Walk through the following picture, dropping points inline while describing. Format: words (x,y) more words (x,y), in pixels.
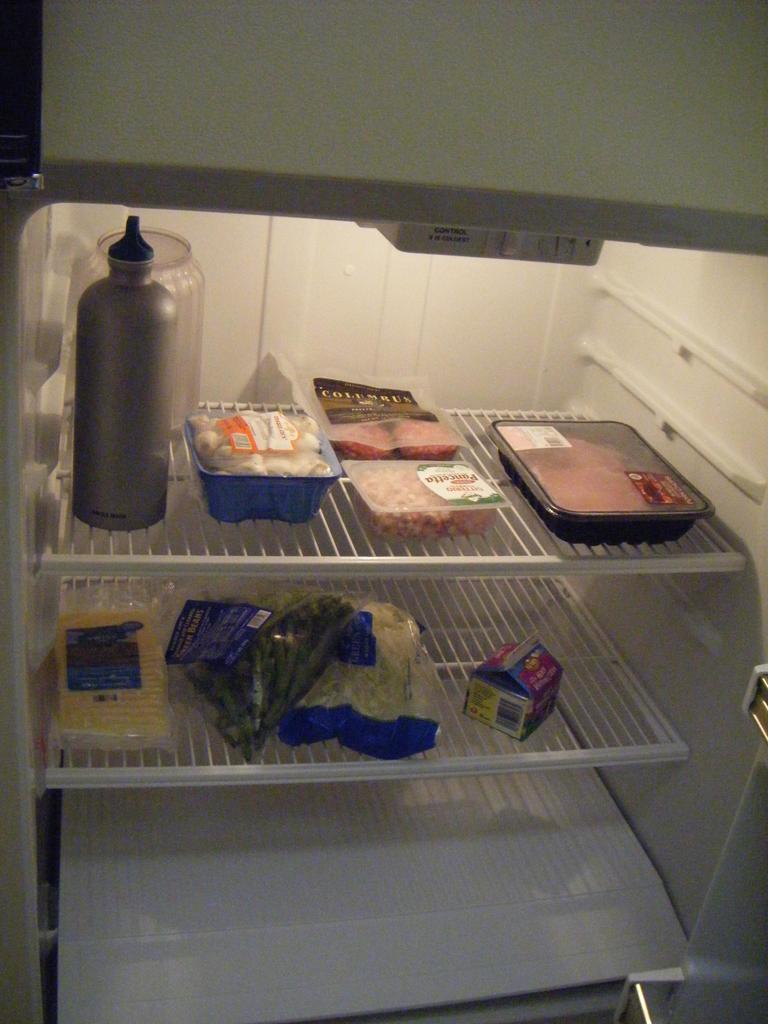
The image is taken inside the fridge (352,553). In the image there are two trays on which there are meat boxes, bottle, green beans (248,667), boxes (534,681) on it.
